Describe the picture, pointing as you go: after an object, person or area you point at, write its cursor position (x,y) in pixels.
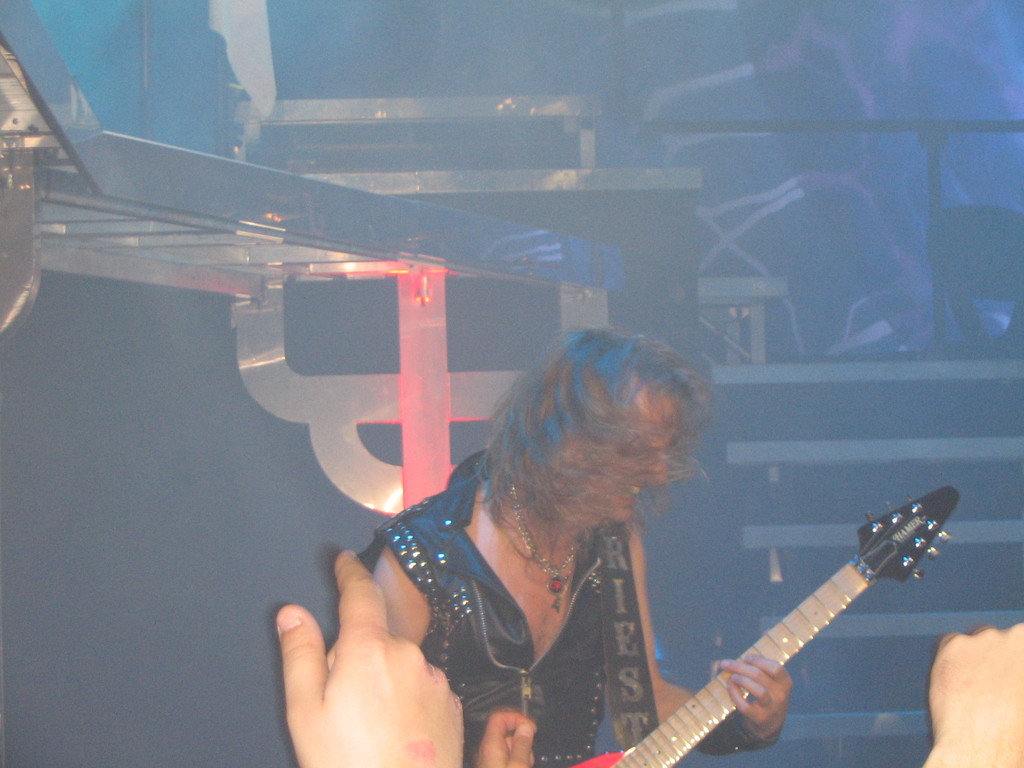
In the center of the picture (530,467) there is a person (705,748) playing guitar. In the foreground of the picture (393,708) there are persons hands (453,726). At the top (335,135) there are railing (939,248), bench (754,288), focus light (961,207) and wall (399,38). On the left (307,254) there is an iron object (317,236).
